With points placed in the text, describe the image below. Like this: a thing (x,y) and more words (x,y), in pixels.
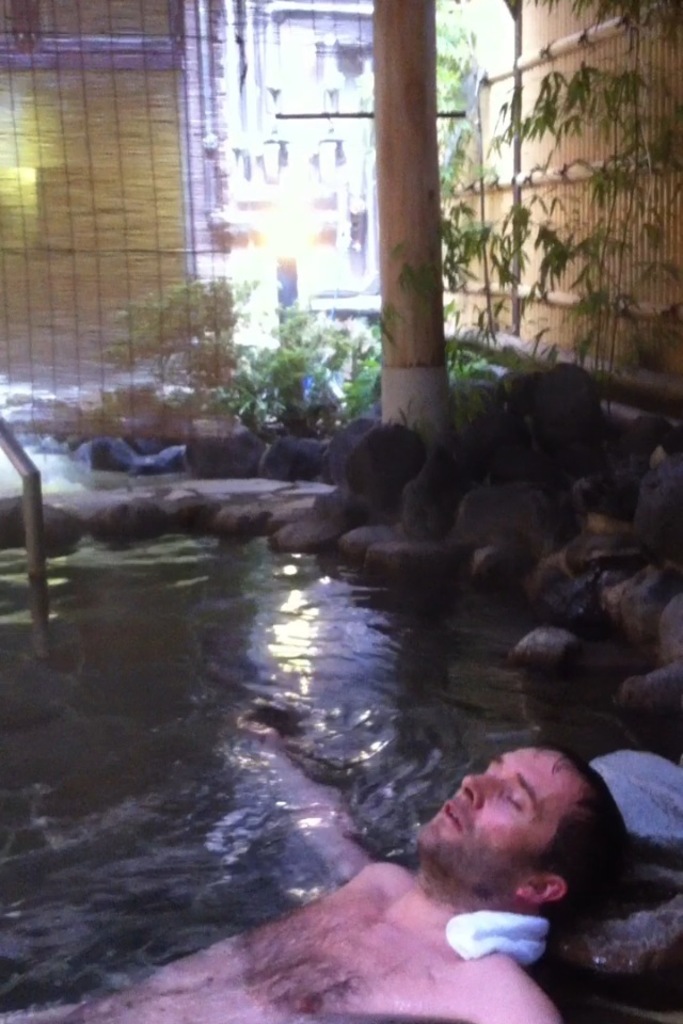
This image contains a person (548,890) in water (407,851). He is keeping his head (569,835) on a rock (645,795). There are few rocks (414,537), behind there is a pillar (392,183) and few plants (322,372). Behind there are few curtains (176,101).
